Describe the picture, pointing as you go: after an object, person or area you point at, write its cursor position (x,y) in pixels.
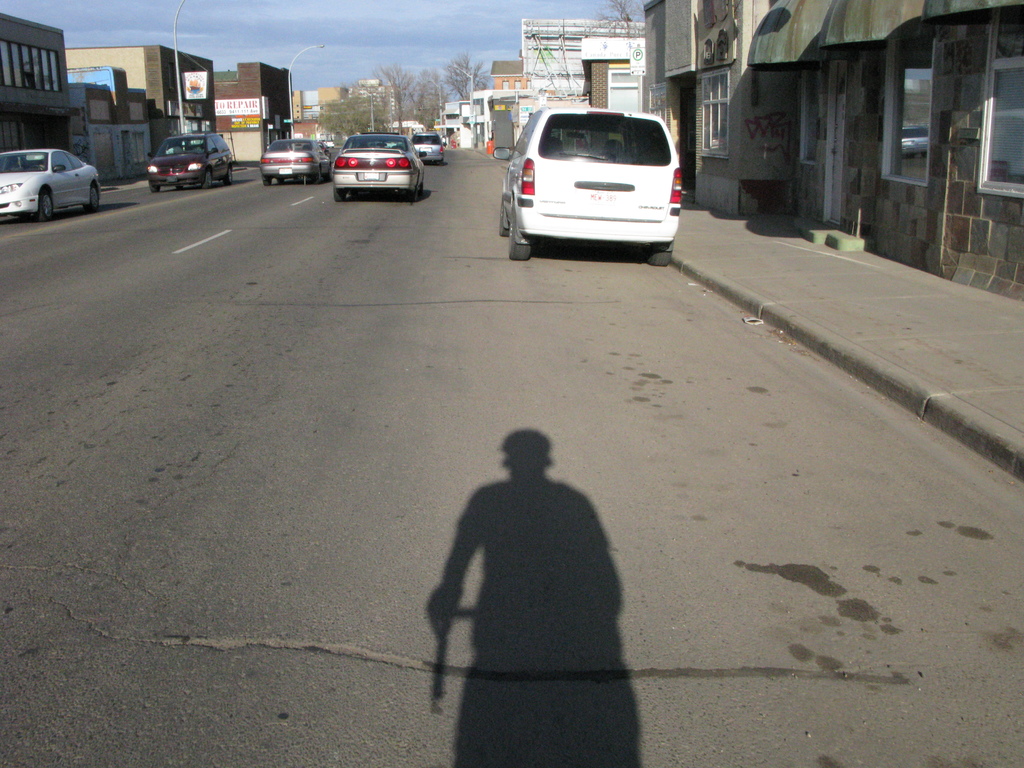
In this picture we can see few vehicles (412,151) on the road (6,239). There are few street lights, trees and buildings (257,91) in the background (333,87). We can see a shadow (577,526) of a person (510,594).
